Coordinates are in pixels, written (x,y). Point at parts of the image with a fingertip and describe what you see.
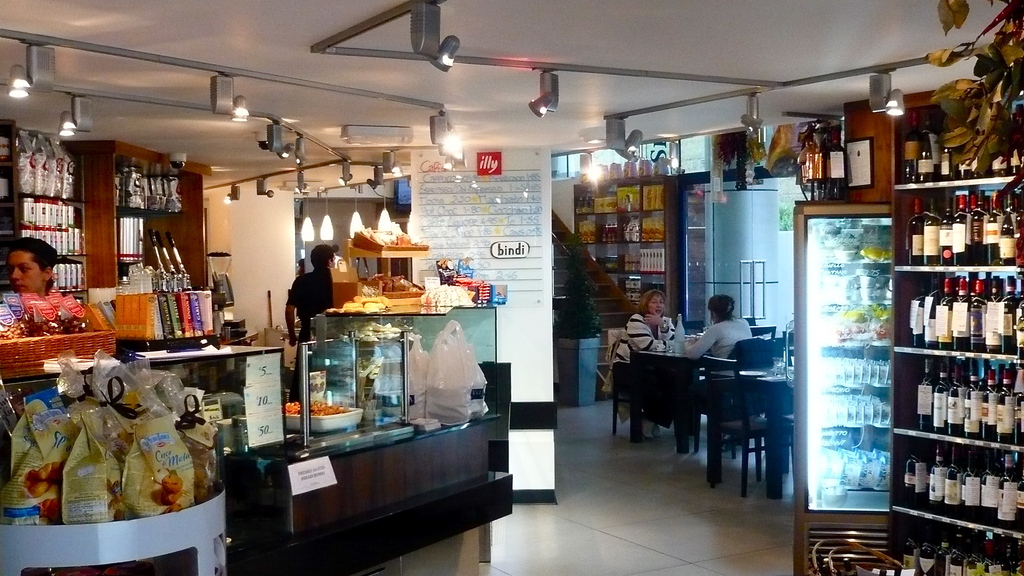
In the image on the right side (959,383) there is a cup board (913,428) in that there are many bottles (941,414). In the right (866,475) there is a refrigerator (870,456). In the middle (680,373) there is a table (684,391) in front of table (674,362) there are two women (716,352) sitting on the chairs (750,365). I think this is a shop (582,426). On the left (313,309) there is a person (37,276). In the middle (544,266) there is a wall (460,230). In the top (450,64) there are many lights (223,109). On the left (106,432) there are many food items (44,331).
